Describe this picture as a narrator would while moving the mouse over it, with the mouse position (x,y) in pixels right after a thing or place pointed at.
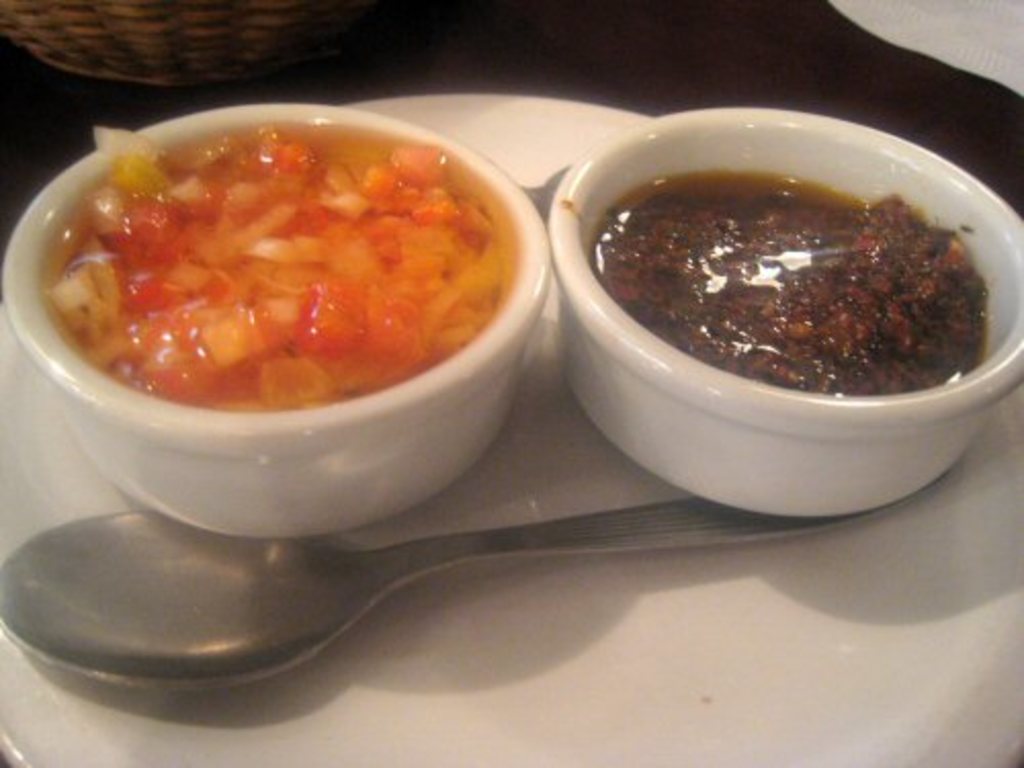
In this image I can see a spoon (264,634) and some food items (332,326) in the bowl (638,338). I also can see a plate (675,665).
